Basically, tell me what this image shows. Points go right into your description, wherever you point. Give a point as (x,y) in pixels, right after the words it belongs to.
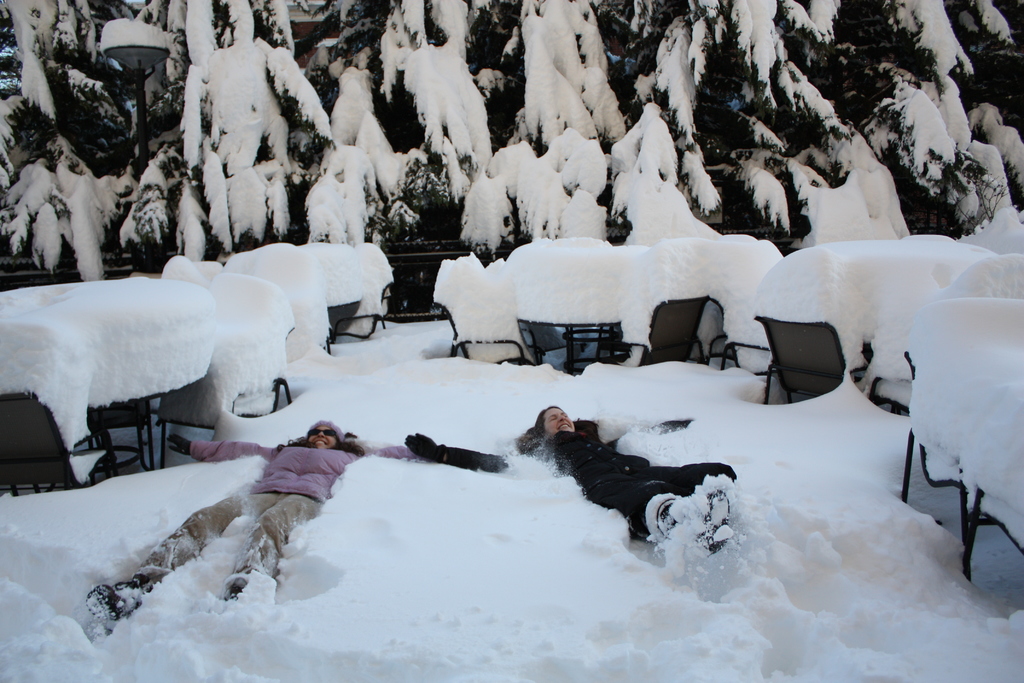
This picture is clicked outside the city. In the foreground (404,533) we can see the person's (536,430) lying on the snow (552,400) and we can see there are some objects (349,317) which is covered with the snow (571,248). In the background (266,60) we can see the trees (152,100) and a lamp (143,83) and we can see there is a lot of snow (453,302).
